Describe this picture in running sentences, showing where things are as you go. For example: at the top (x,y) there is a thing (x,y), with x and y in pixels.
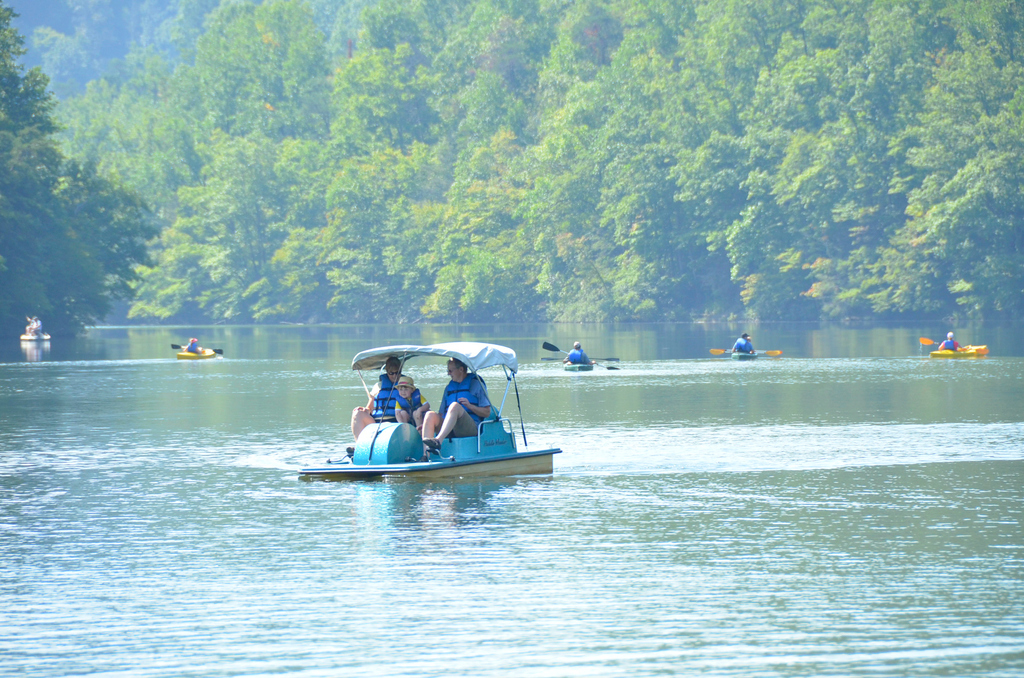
In this image we can see water (656,461) and some persons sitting in a boat (409,445) sailing on river (571,643) and in the background of the image (364,118) there are some trees (474,198).
